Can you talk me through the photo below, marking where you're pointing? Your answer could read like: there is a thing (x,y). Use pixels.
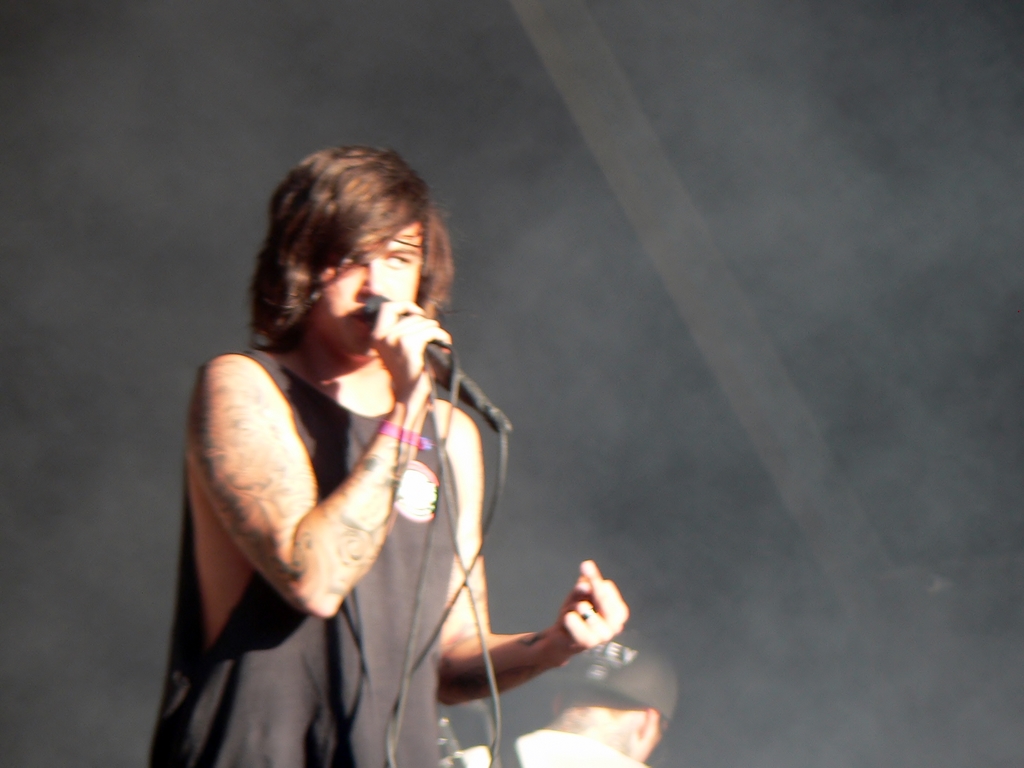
In this image there is a man (417,409) he is wearing black T-shirt (390,583) holding mic (443,359) in his hand (440,327), beside that man (406,743) there is another person (596,735).
